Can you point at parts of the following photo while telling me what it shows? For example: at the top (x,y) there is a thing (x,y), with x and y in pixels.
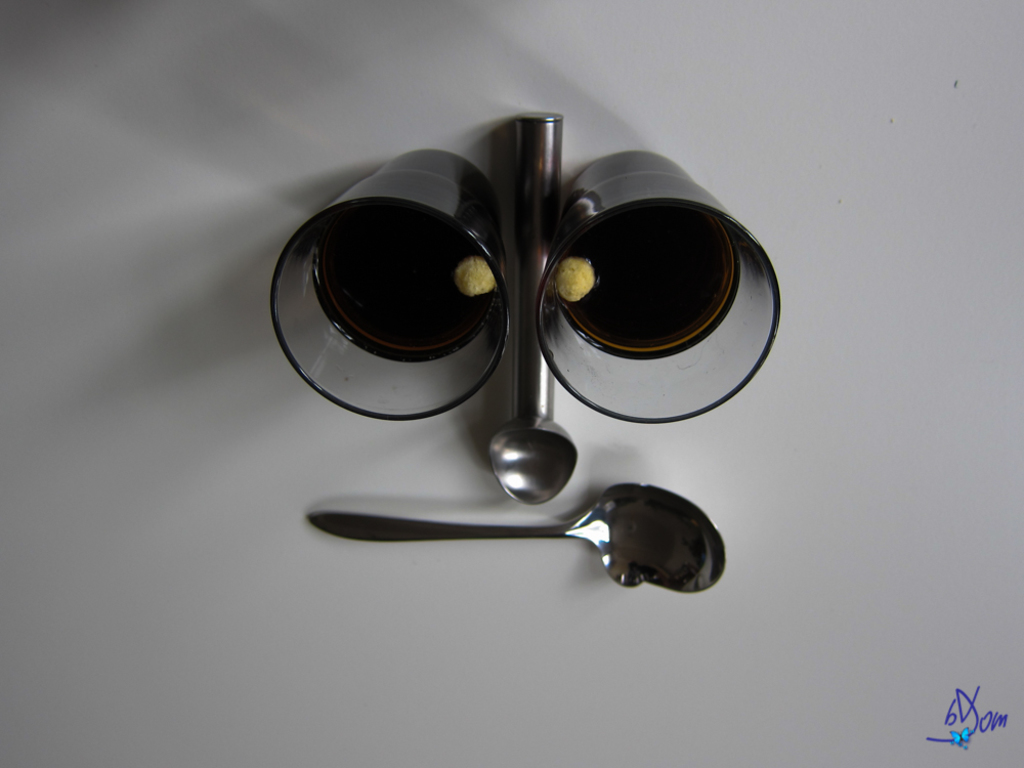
In this image we can see two glasses (417,318) with drink (440,331) and two spoons (524,314) on a surface (455,413).
